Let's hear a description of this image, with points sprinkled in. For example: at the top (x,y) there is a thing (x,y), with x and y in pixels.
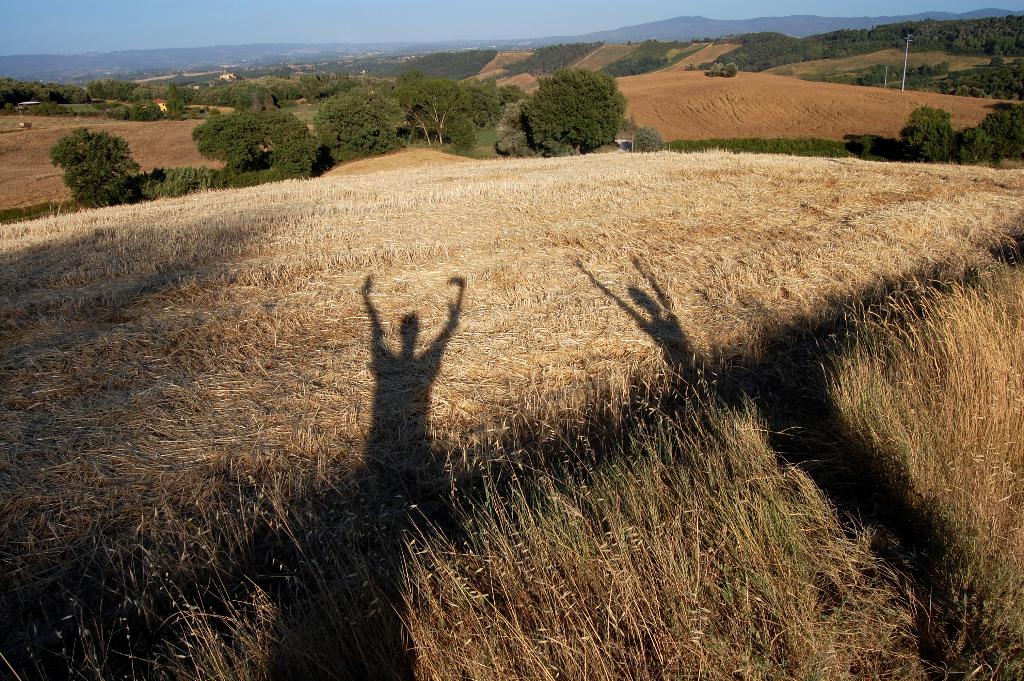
In this image there is grass (428,371) on the ground (366,515). In the background (315,140) there are trees (498,89), mountains (669,26) and hills (661,120). To the right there is a pole (904,59) on the ground (887,60). At the top (371,17) there is the sky (323,14). At the bottom (360,558) there is the shadow (391,430) of two persons (429,405) on the ground (429,409).
